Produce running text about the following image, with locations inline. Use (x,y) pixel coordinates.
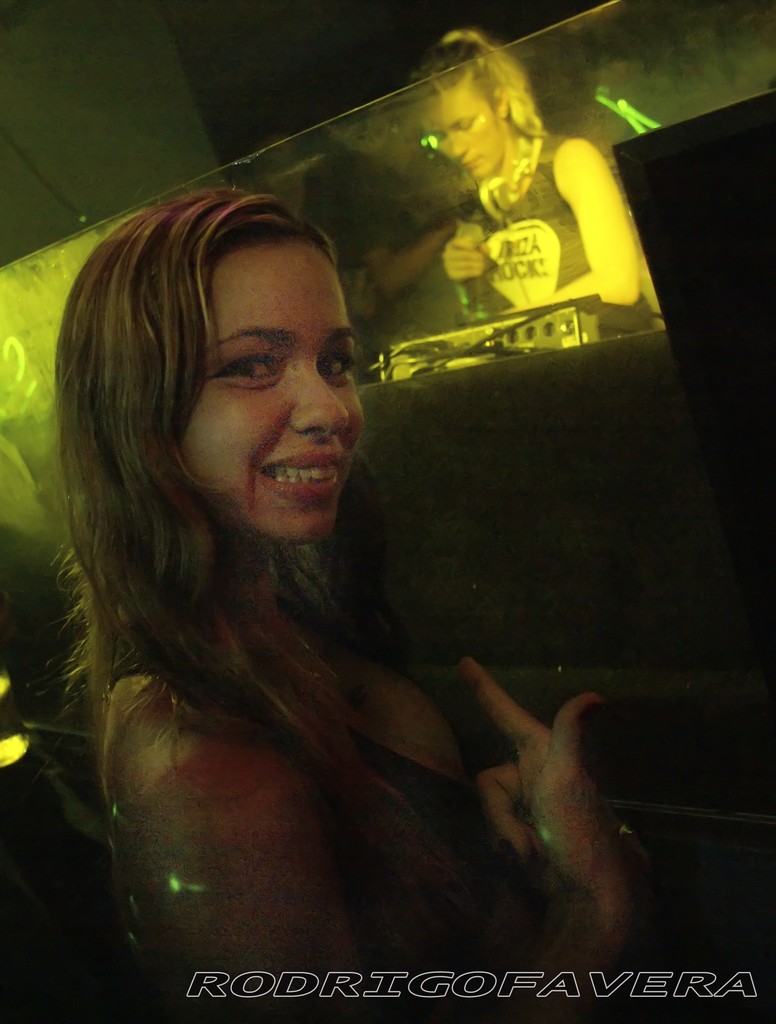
In the picture we can see a woman (280,711) standing and turning her head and smiling and behind her we can see a woman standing behind a glass wall (9,358).
